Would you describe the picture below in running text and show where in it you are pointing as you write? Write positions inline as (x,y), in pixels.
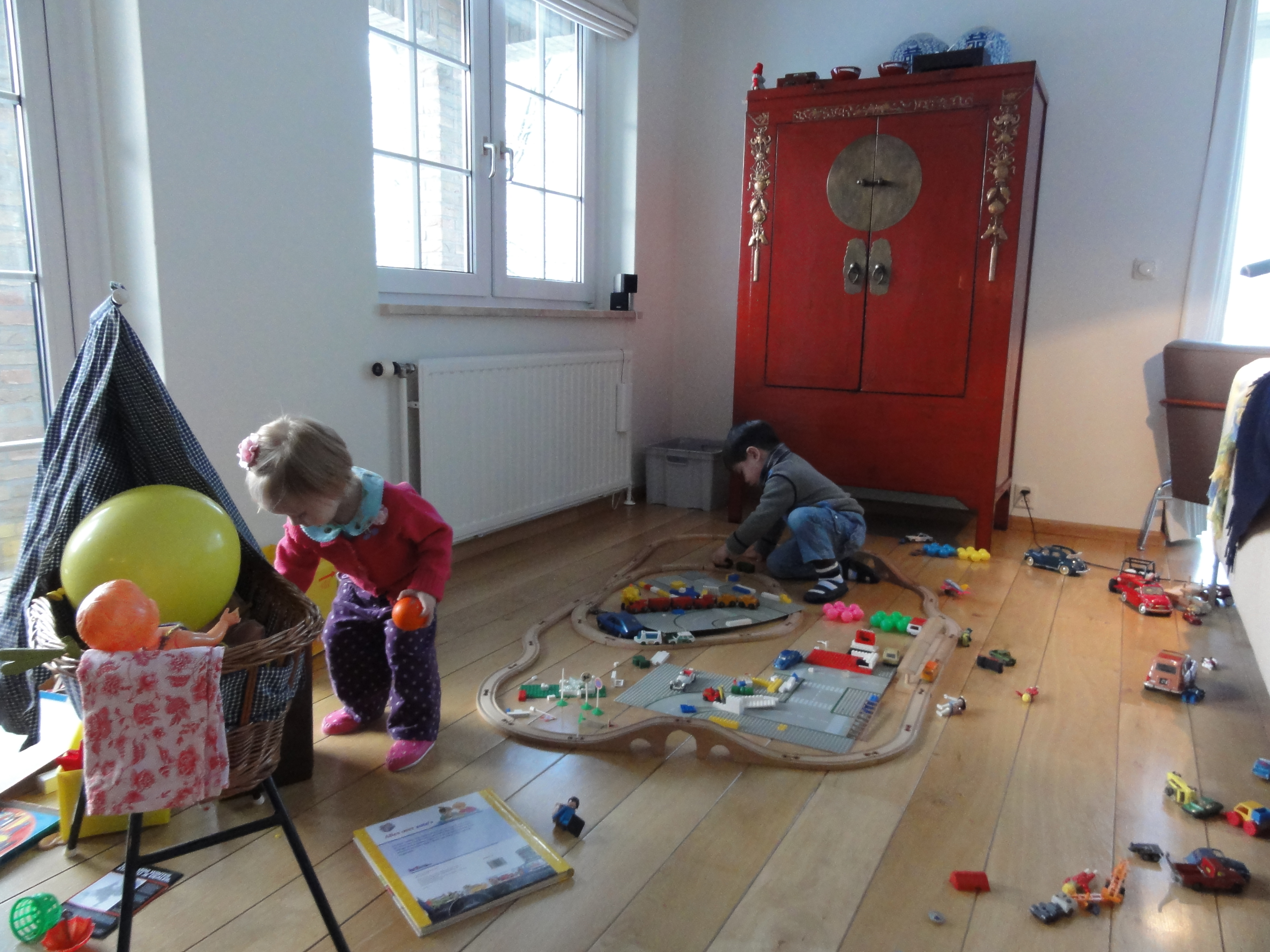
In this picture we can see two children (426,547) on the floor (571,533), one child (408,540) is holding a ball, here we can see chairs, balloon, clothes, toys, book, cupboard (769,390) and some objects (710,465) and in the background (311,356) we can see a wall (332,370), window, door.
